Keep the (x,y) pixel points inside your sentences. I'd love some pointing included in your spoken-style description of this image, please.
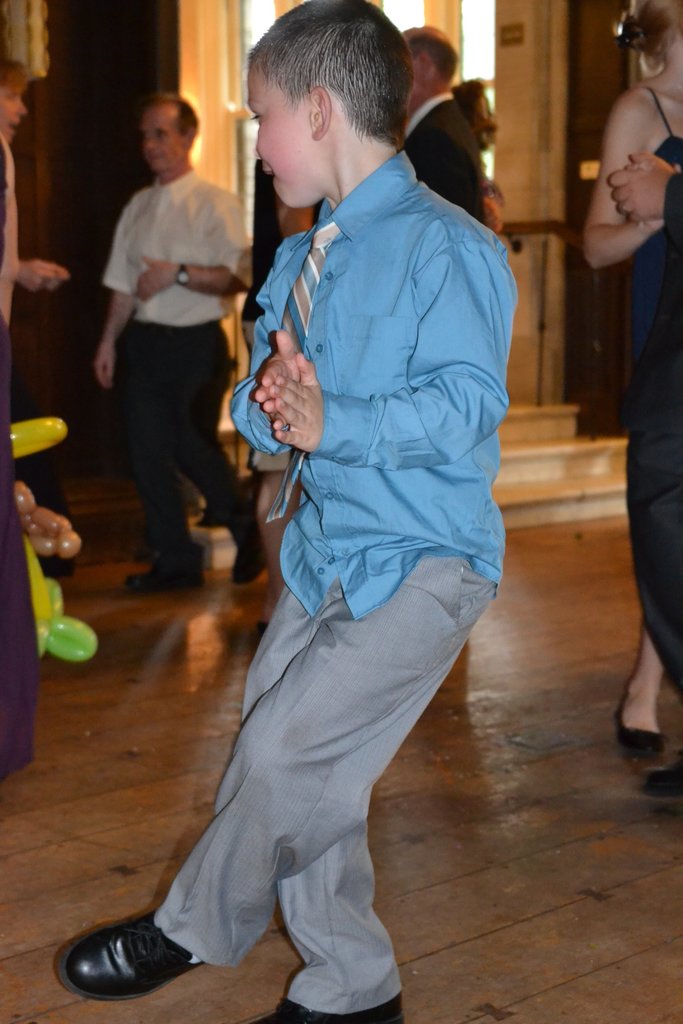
This picture shows few people (290,629) dancing on the floor (534,632) and we see a man (171,419) walking and few people (11,99) standing on the side.
